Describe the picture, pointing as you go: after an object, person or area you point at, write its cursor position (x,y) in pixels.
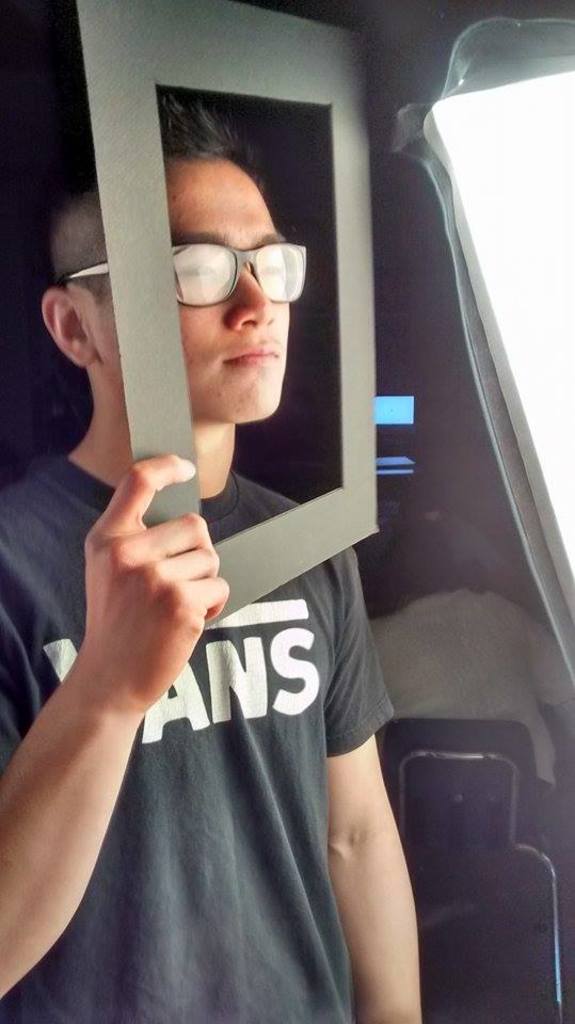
In this image there is a man (224,756) standing in the front (209,753) and holding a board (281,532) which is grey in colour.
